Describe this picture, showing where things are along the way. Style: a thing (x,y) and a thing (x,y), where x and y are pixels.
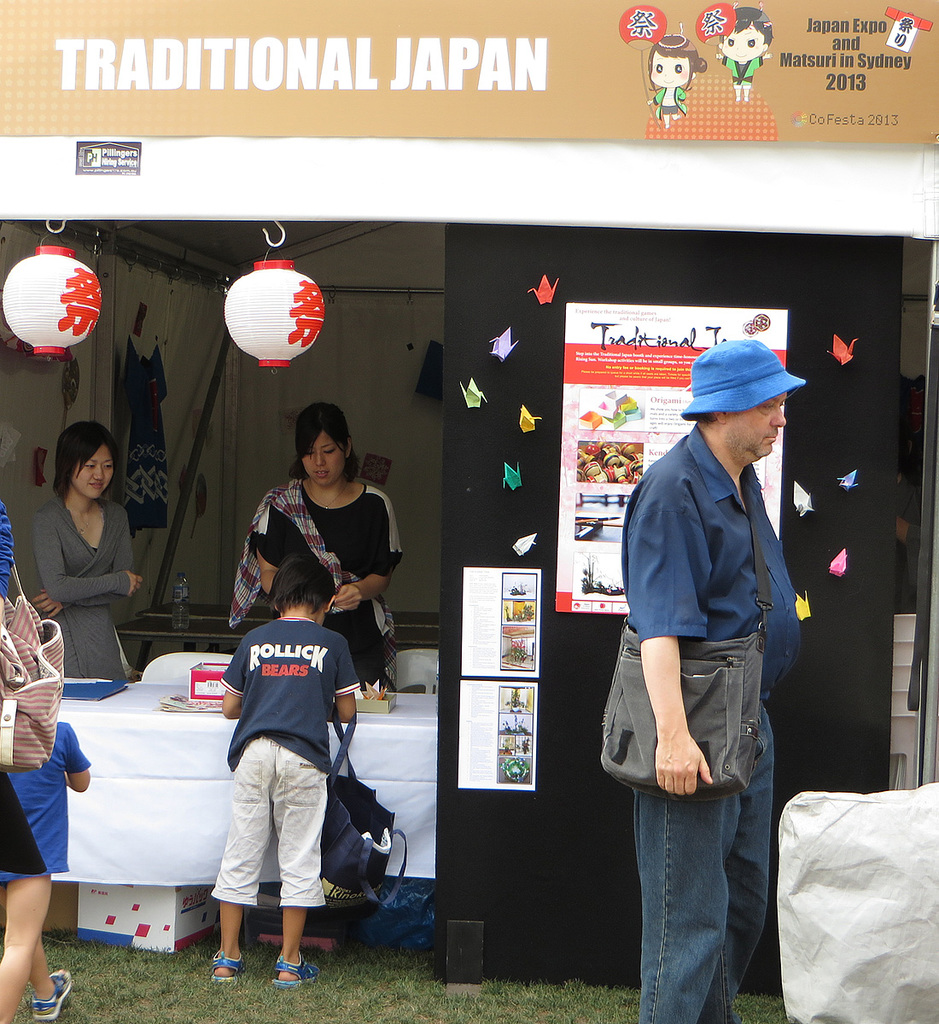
In this image we can see a man (674,519) wearing a bag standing on the ground (767,1007). We can also see some grass (439,991), a group of people (70,780) standing beside a table (84,818) containing some boxes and papers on it. We can also see a board (545,563) with some paper art (514,482) and papers (577,349) with some text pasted on it, a table (199,631) with a bottle (186,608), some chairs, a dress (136,401) hanged on a wall (175,443) and some lamps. On the top of the image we can see a signboard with a picture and some text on it.
